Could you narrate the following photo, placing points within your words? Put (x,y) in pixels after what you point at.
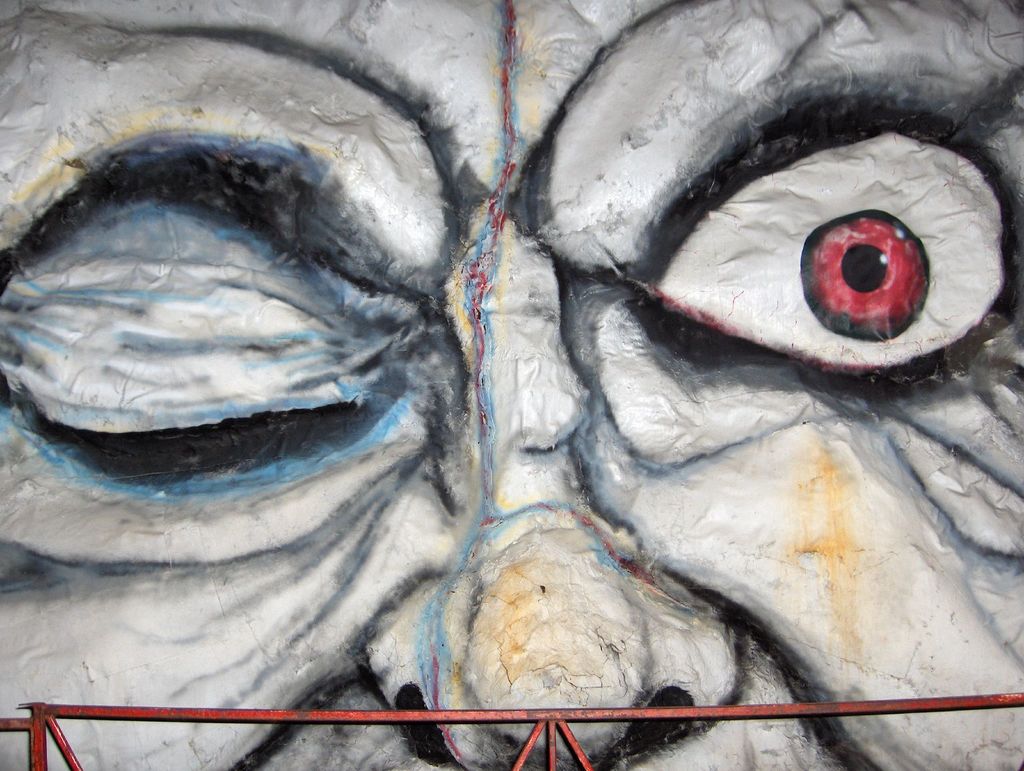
In this image we can see painting (656,340) of eyes (820,244) and nose (502,682). At the bottom of the image (421,715) there are rods (847,711).
